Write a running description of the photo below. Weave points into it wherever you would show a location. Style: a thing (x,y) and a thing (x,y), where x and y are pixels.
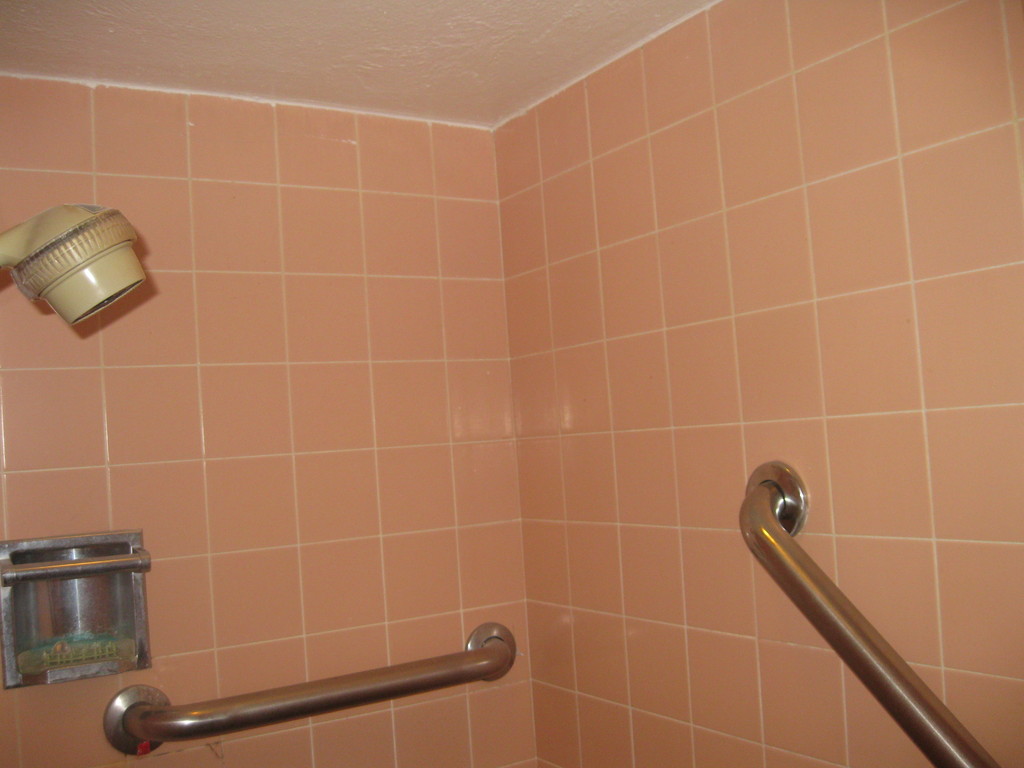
There are metal objects (482,650) attached to the wall (479,596) as we can see at the bottom of this image (334,687).
